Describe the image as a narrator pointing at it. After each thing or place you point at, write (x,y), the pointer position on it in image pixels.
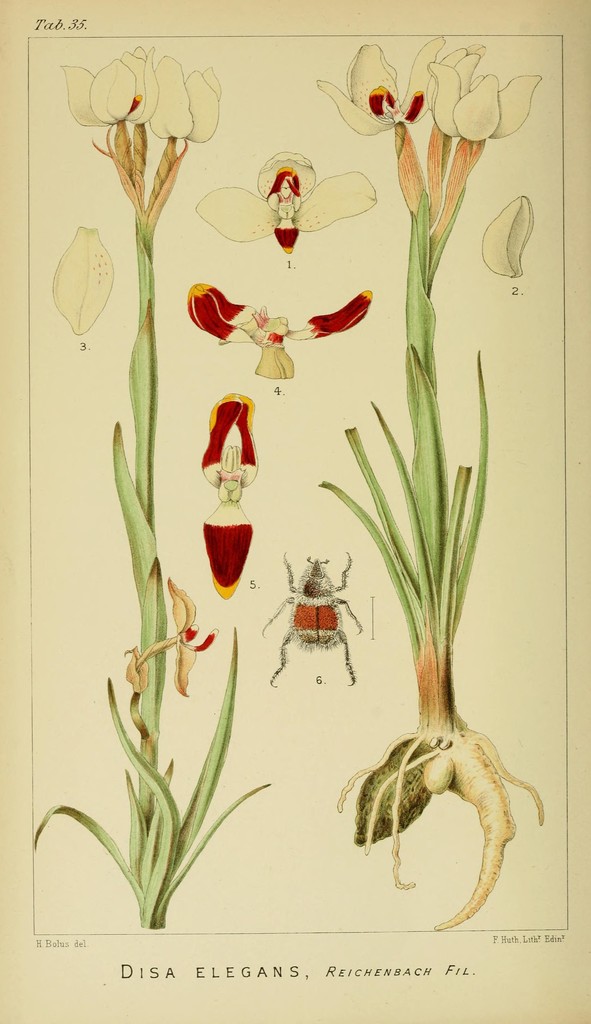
In this image, we can see a magazine poster (305,990). Here we can see few plants (394,531) with flowers (366,128). Here there is an insect (345,650). At the bottom of the image (331,972), we can see some text (318,965).
